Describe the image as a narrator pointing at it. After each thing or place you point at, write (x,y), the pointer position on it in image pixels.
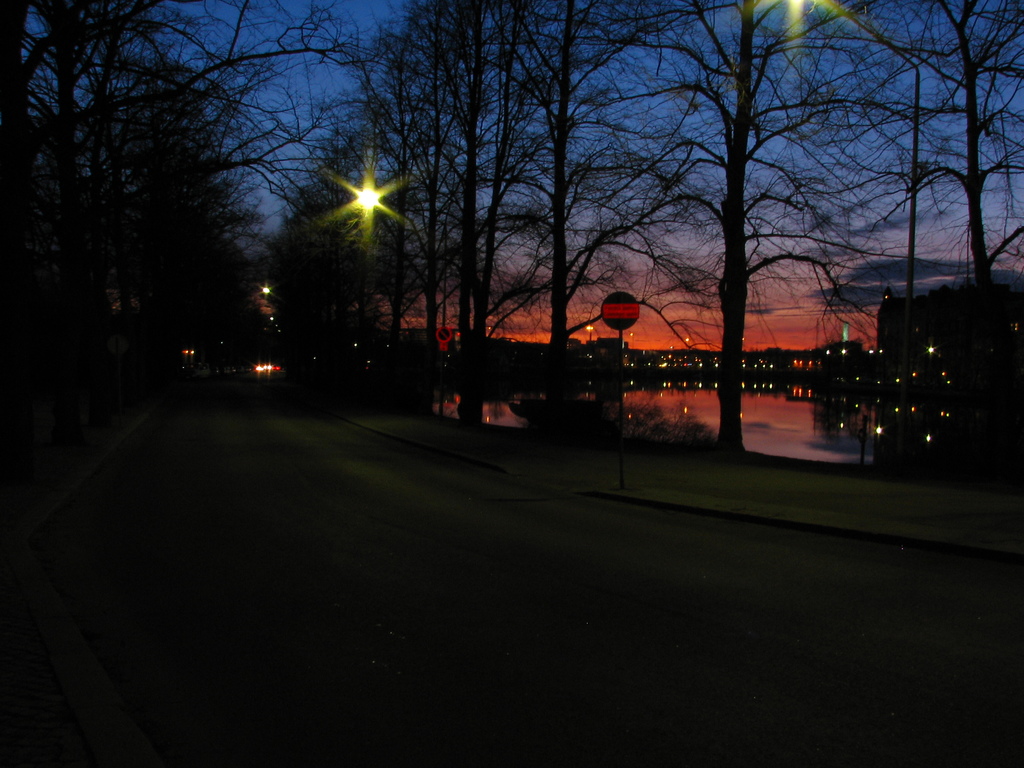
In this picture we can see a road (593,534). There is a board (620,296) on the pole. We can see a few lights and trees (617,272) in the background (690,301).
